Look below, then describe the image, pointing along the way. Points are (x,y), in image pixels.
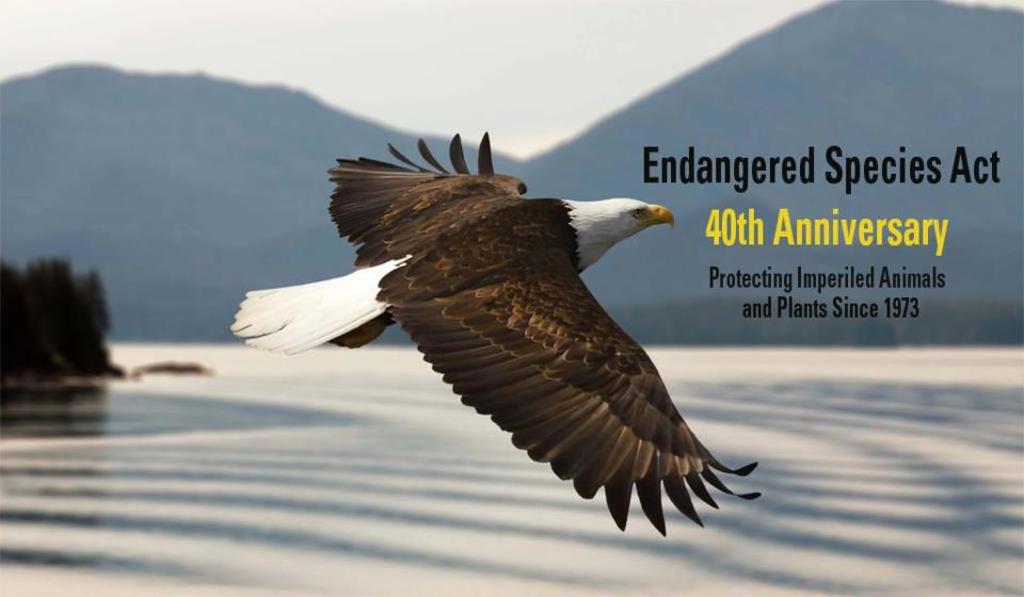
In this picture we can see an eagle (540,299) flying here, at the bottom (382,473) there is water (340,446), on the left side (84,354) we can see trees (49,328), in the background (251,179) there is a hill (250,158), we can see the sky (350,43) at the top of the picture (363,47), there is some text (807,222) here.
